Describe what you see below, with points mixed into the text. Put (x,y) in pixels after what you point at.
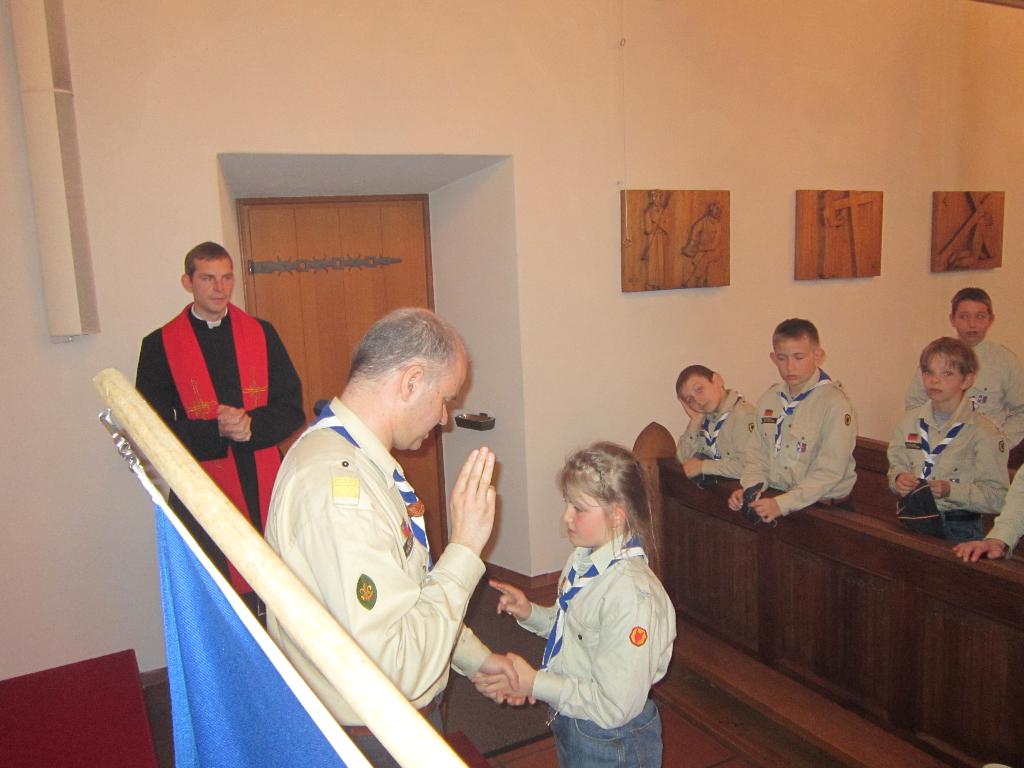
In the image in the center (418,377) we can see few people (572,646) were standing. On the left side (135,752) we can see table (86,681), rod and curtain (252,643). In the background (479,139) there is a wall (761,89), door (381,289), photo frames (693,222), table (718,583), floor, carpet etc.
